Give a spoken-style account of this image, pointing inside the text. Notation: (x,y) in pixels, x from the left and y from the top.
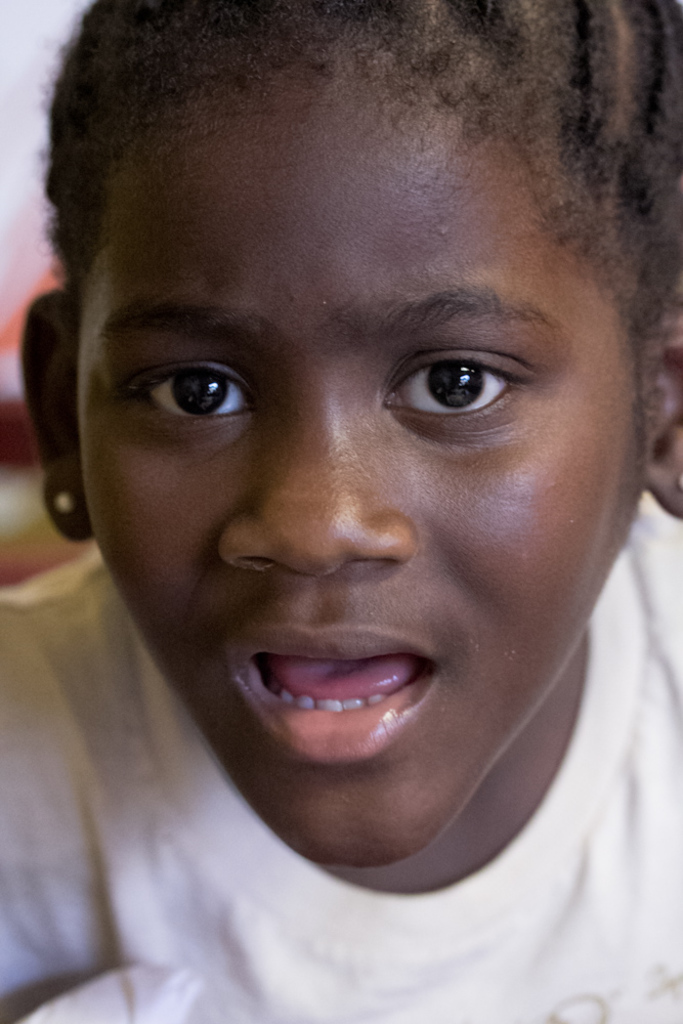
In this picture we can see one person person (266,558).
